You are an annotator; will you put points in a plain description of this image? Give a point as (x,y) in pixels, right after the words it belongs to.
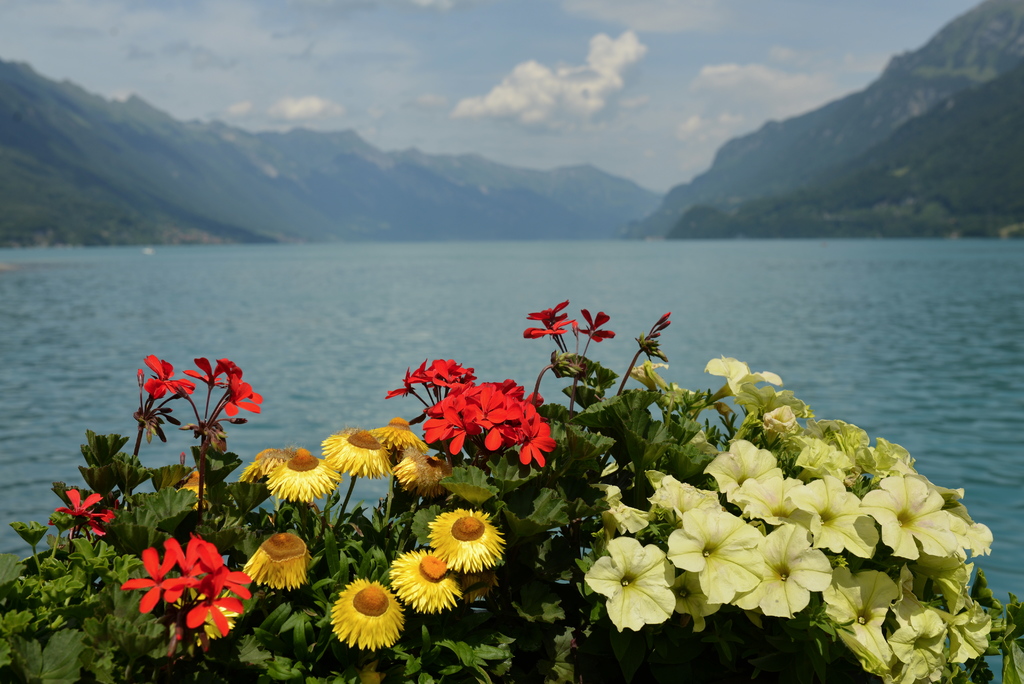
In this image we can see group of flowers (782,555) and leaves (267,631). In the background (318,297), we can see water (575,292), group of mountains (505,187) and the cloudy sky (610,82).
